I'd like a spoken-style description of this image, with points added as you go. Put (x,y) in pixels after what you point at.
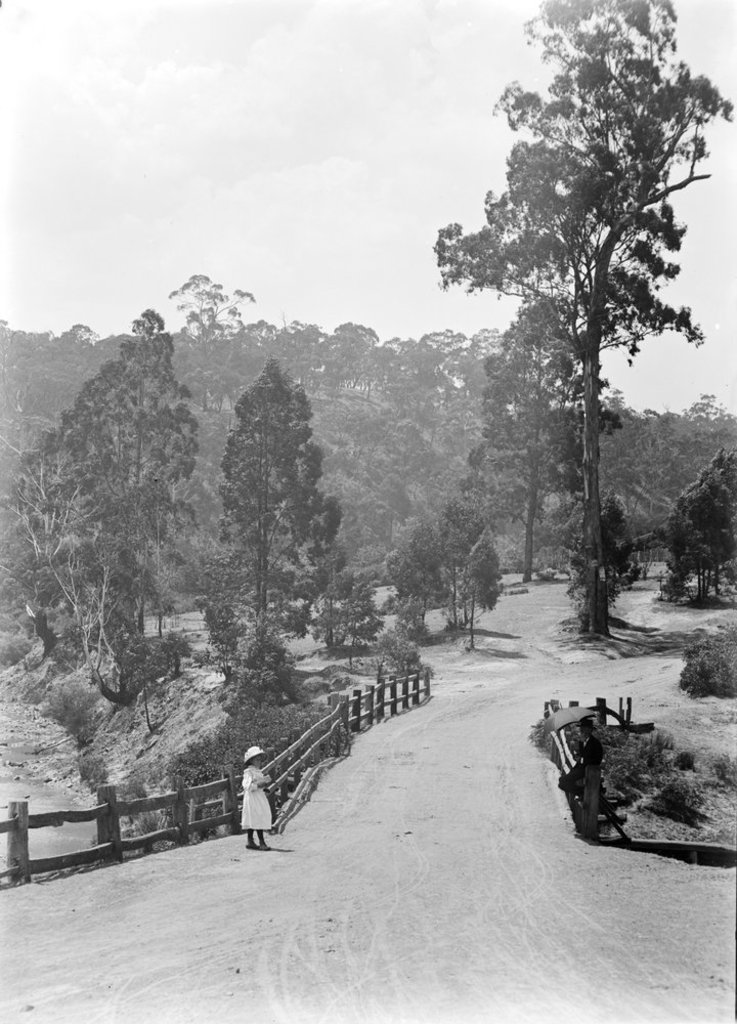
In this picture I can see people (247,801) standing besides of the road (372,823), side we can see fencing (238,804), around we can see some trees (281,522).
